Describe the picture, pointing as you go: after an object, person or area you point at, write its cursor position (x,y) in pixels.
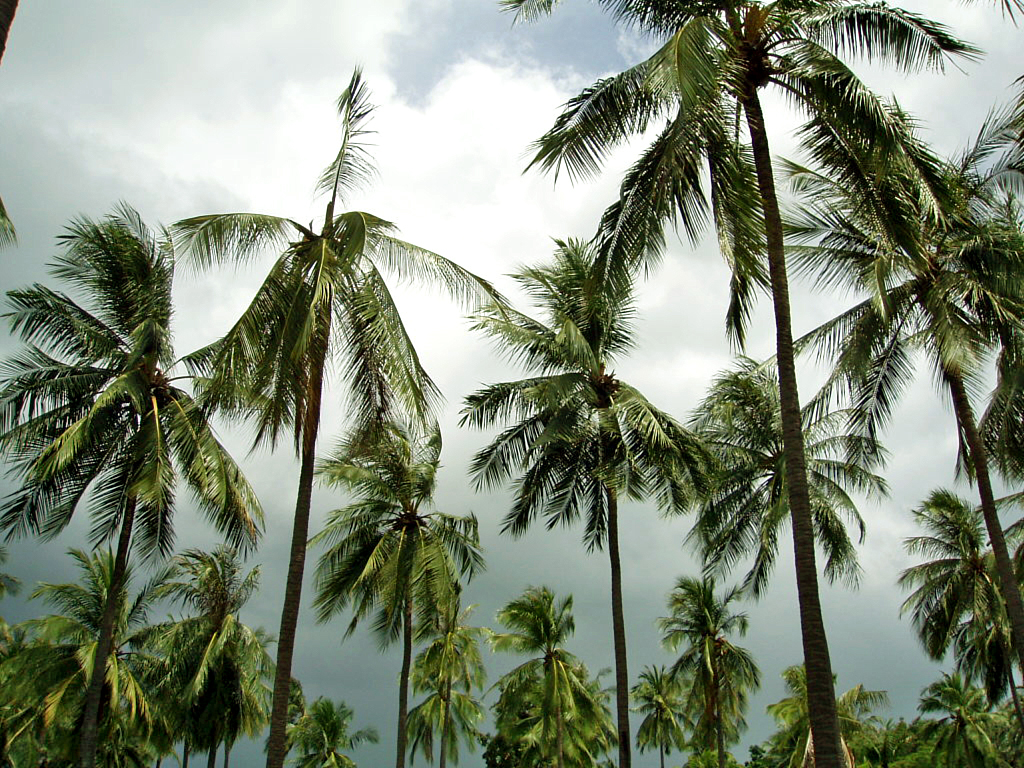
In this image I can see few trees (1014,423) in green color. In the background (447,108) the sky (479,108) is in white and blue color.
